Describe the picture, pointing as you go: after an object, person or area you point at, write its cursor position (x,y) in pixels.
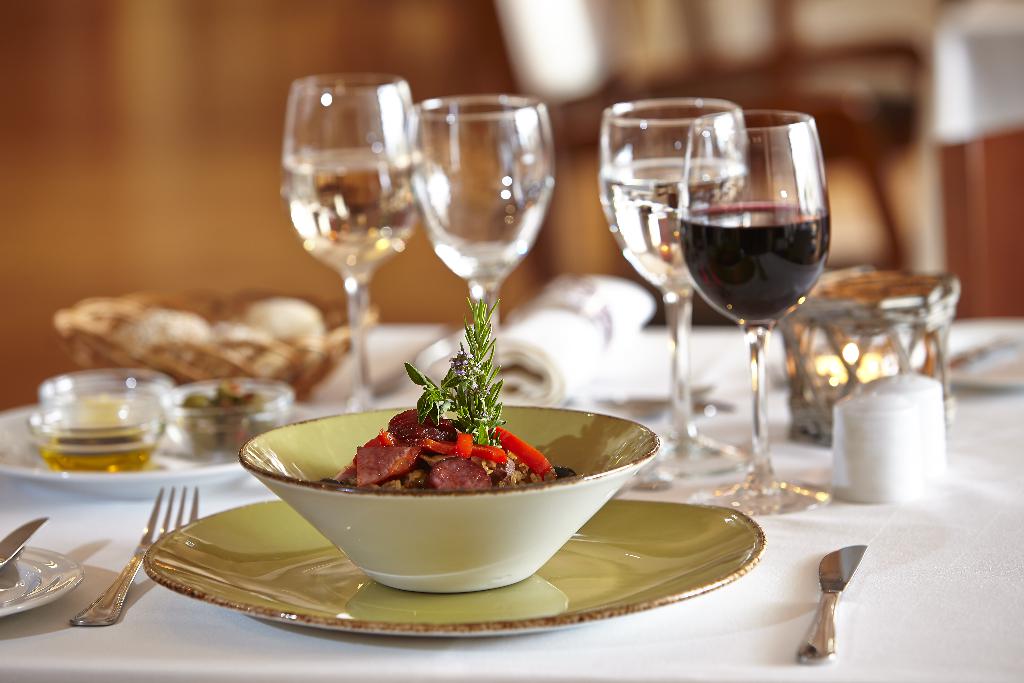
In this image there is some food item (428,443) in a bowl (399,504) on a plate (322,583), beside the plate (314,573) there are forks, knives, plates (73,588), napkins (542,321), glasses (520,222) of wine (362,219) and some other objects (242,407) on the table (618,376).
